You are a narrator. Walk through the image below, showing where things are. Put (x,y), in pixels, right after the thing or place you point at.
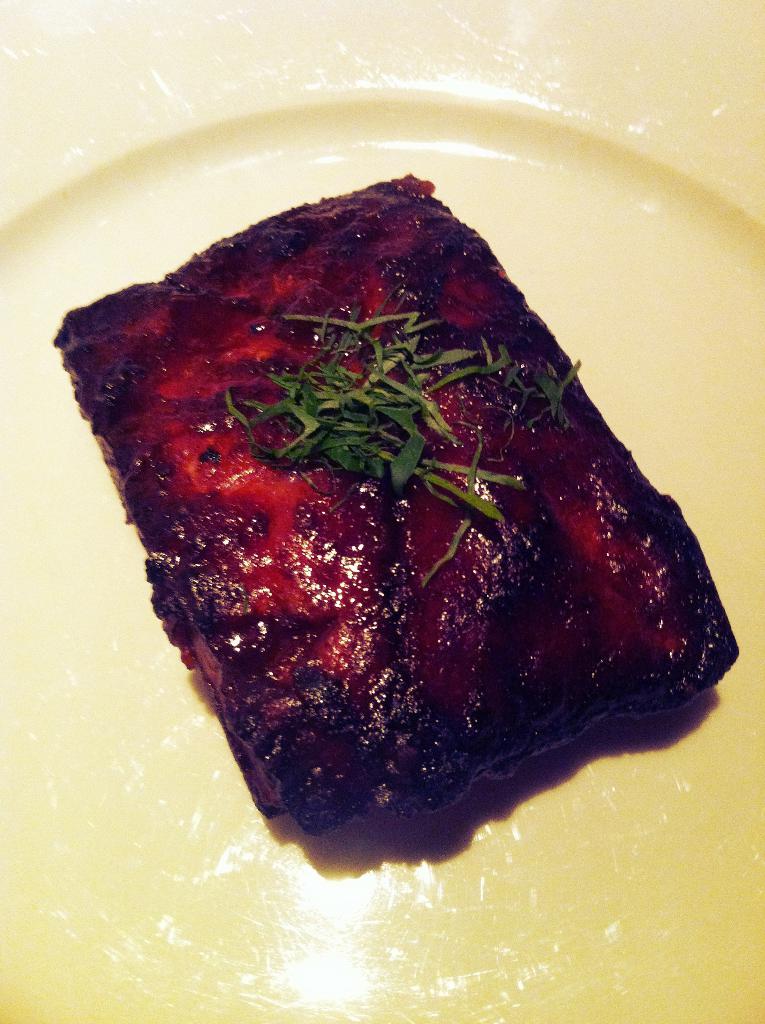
This is a zoomed in picture. In the foreground (429,133) we can see a platter (107,148) containing some food items (386,504).
